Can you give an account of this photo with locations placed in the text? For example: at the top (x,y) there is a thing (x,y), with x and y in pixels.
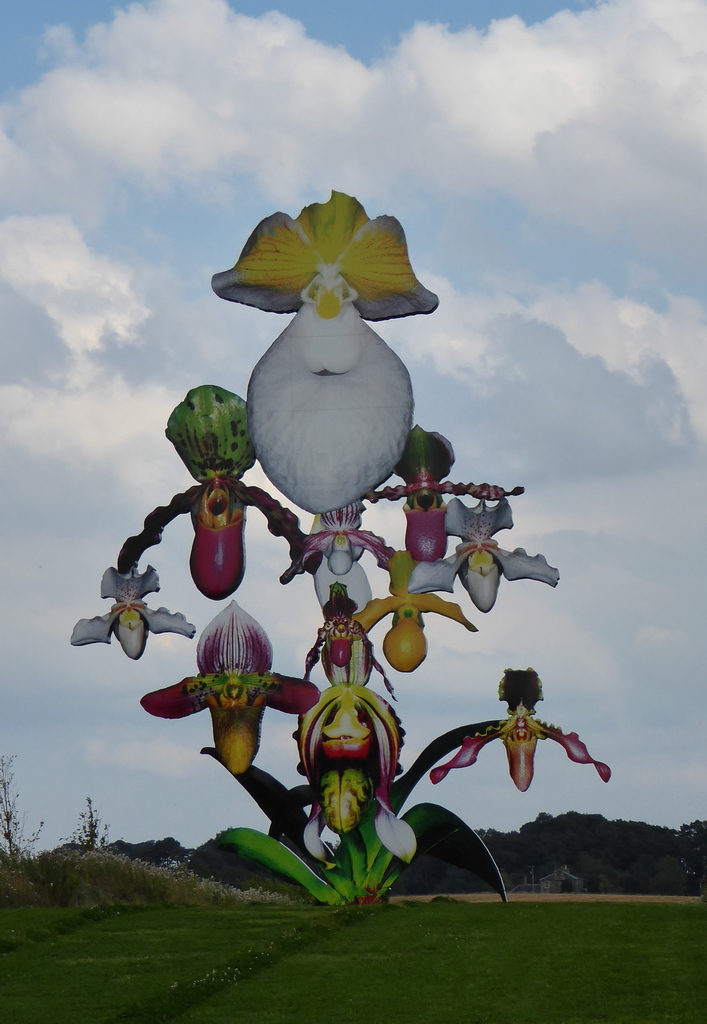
In this image there are clouds (403,124) in the sky (206,170), there are trees (598,841), there are plants (75,869), there is grass (251,960), there is a craft (341,672) of a plant (295,328).
